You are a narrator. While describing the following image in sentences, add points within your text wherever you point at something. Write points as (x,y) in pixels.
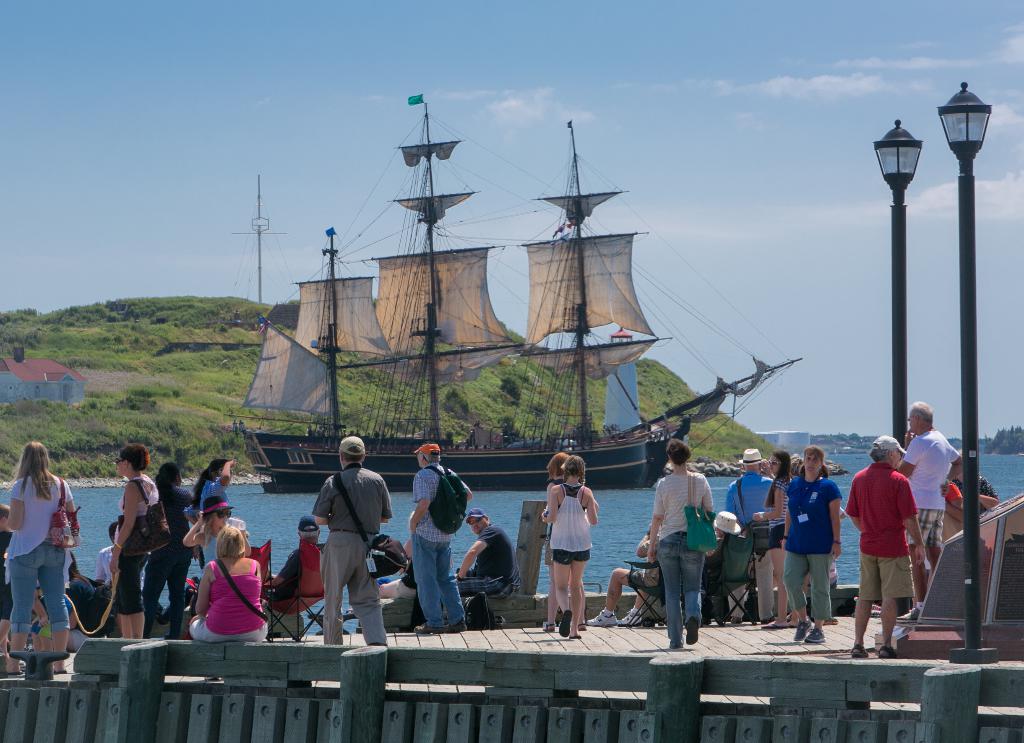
Here in this picture we can see number of people (356,562) standing and walking on a place (666,630) over there and we can also see some people (479,584) sitting on chairs (300,577) over there and we can see some people (471,578) are wearing caps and hats (207,516) and carrying handbags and bags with them and on the right side (906,139) we can see lamp posts (900,155) present over there and in front of them we can see water (286,504) present all over there and we can also see a ship (683,418) present in that over there and we can also see mountains (281,428) that is fully covered with grass (128,420) and plants (105,421) over there and we can see clouds (940,190) in the sky (699,161) over there.
